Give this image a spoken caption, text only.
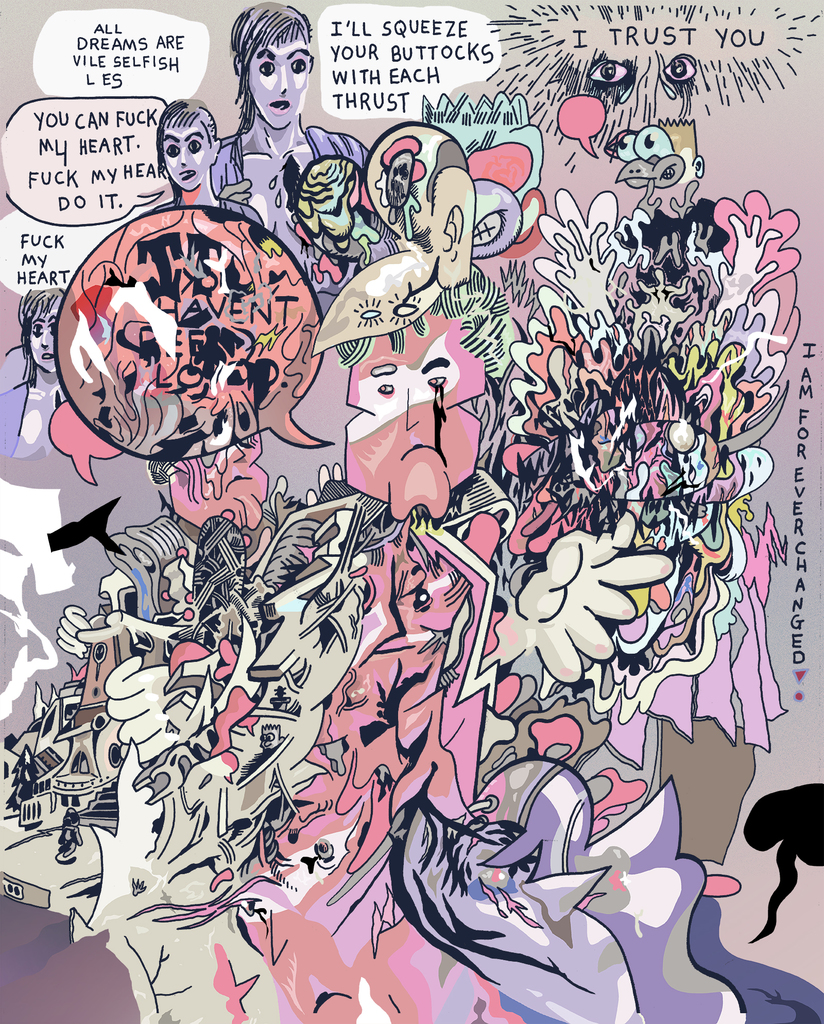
This is a cartoon image.
